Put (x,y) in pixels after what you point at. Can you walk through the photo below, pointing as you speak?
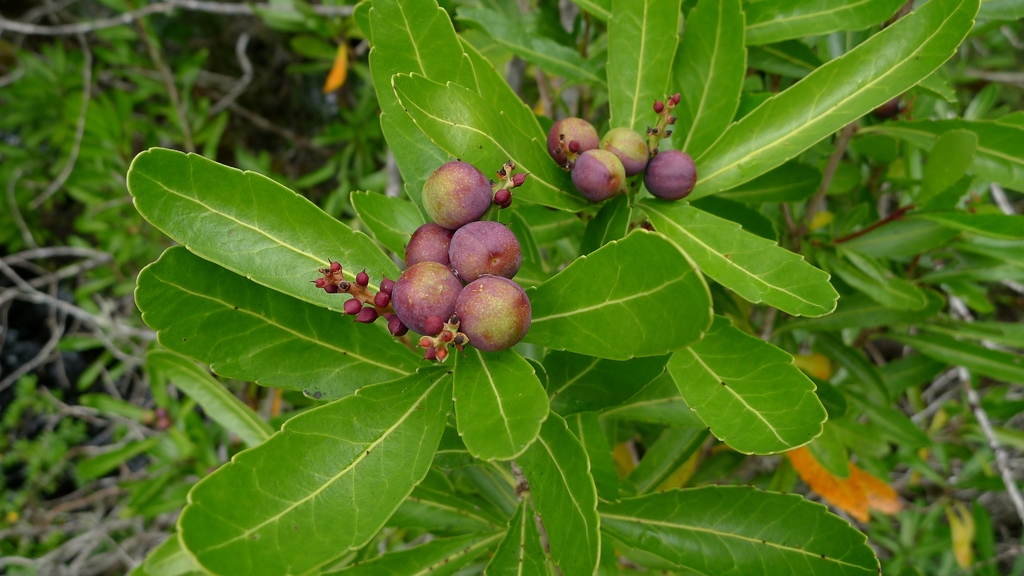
In this picture I can observe purple and green color fruits (487,237). I can observe plants (402,373). The background (312,110) is partially blurred.
